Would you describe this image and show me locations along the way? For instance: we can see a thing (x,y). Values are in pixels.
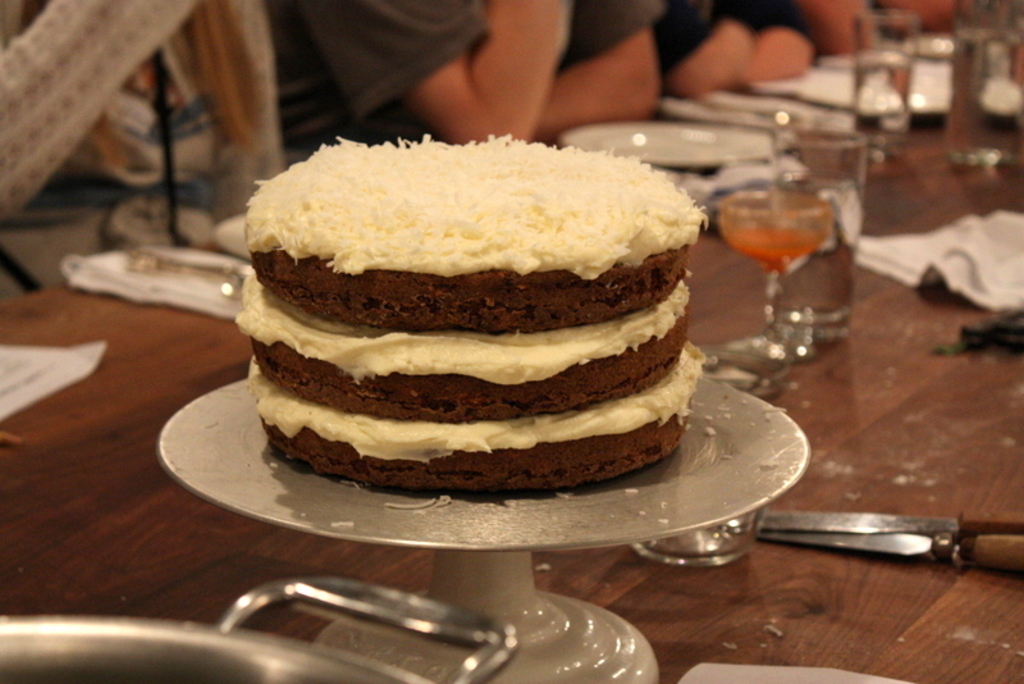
In this image, there is a brown color table (681,579), on that table (854,353) there are some glasses (853,186) and there are some plates (848,87), there is a food item (283,278) kept on the table (25,600), there are some people (372,121) sitting on the chairs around the table (17,487).
